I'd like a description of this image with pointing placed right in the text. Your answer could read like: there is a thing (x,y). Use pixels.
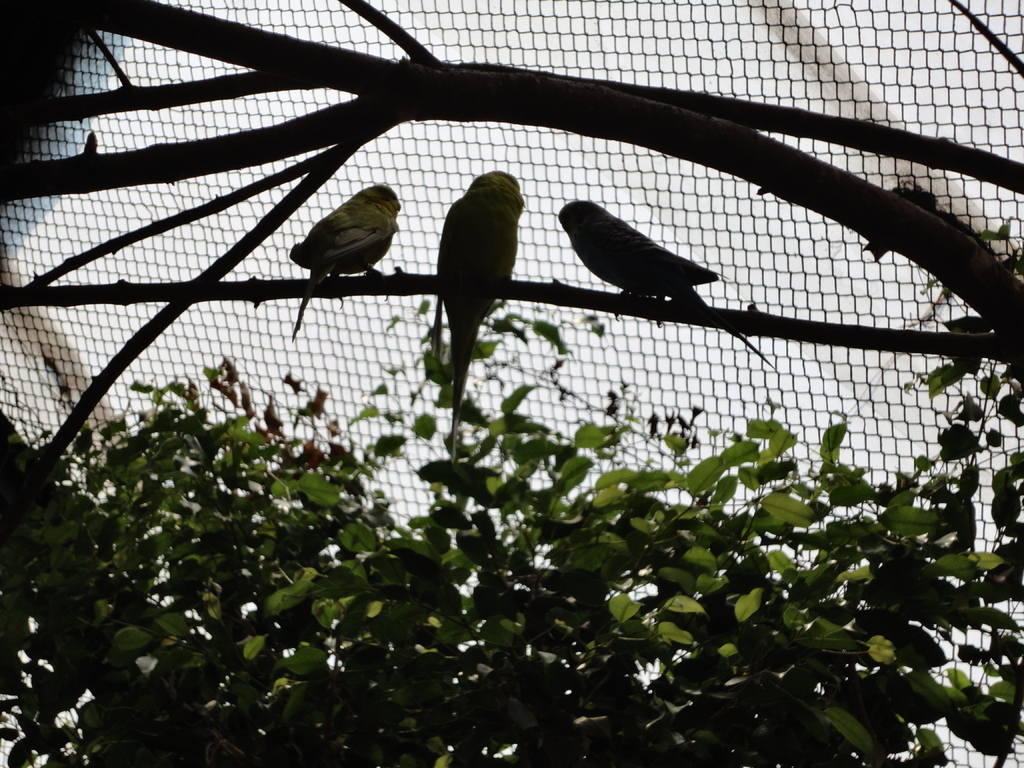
In this image I can see few birds (690,295) on the branch (654,309). I can see green leaves (552,623) and a net (616,156).
